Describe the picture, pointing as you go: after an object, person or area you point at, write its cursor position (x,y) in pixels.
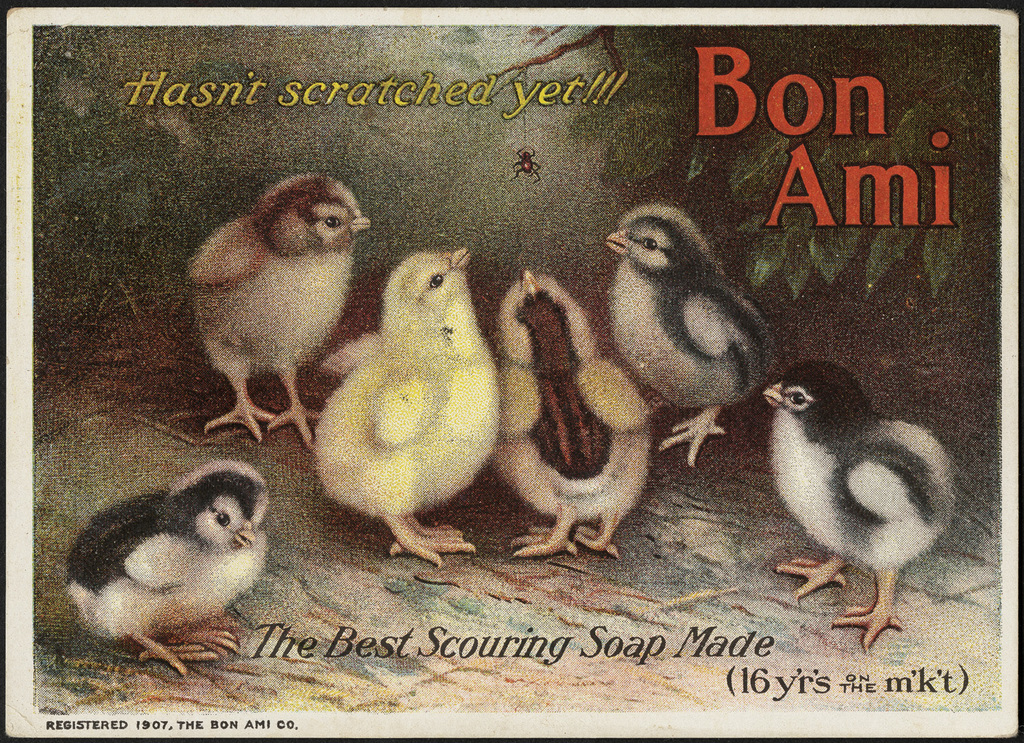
This is an edited image in which there are birds (442,369) and there is some text (683,648) written on the image.
